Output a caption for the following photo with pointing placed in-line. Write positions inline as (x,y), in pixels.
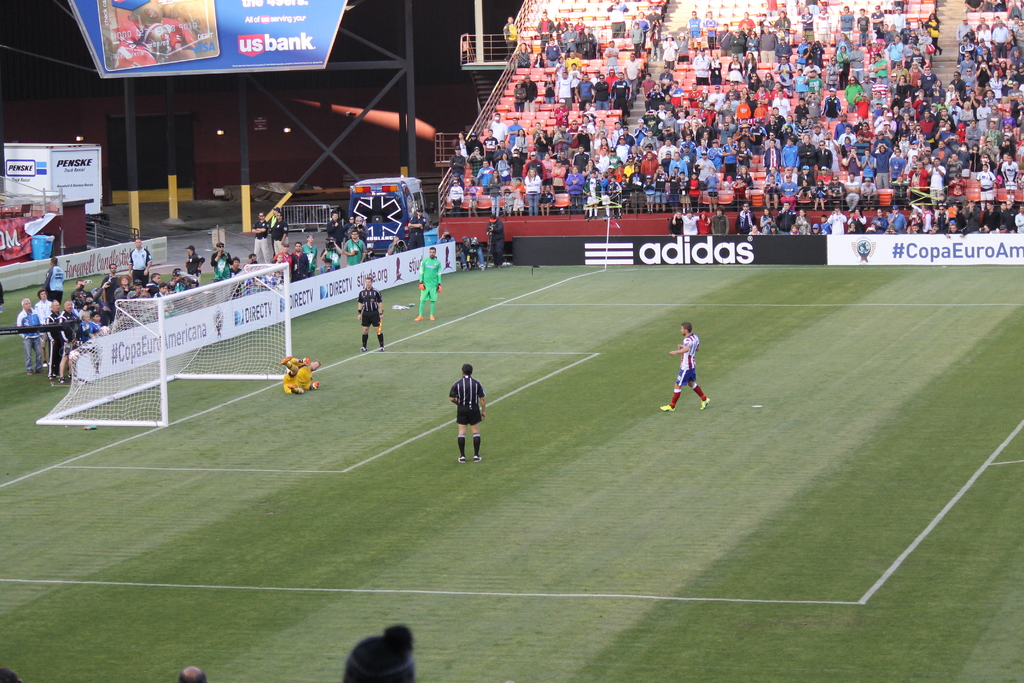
In this image we can see a playground (605,389) and players (314,364) are playing game. Left side of the image (47,312) people (64,316) are standing and taking photographs. Top of the image (649,143) sitting area (721,114) of the stadium (640,93) is there and crowd (873,127) is present.
